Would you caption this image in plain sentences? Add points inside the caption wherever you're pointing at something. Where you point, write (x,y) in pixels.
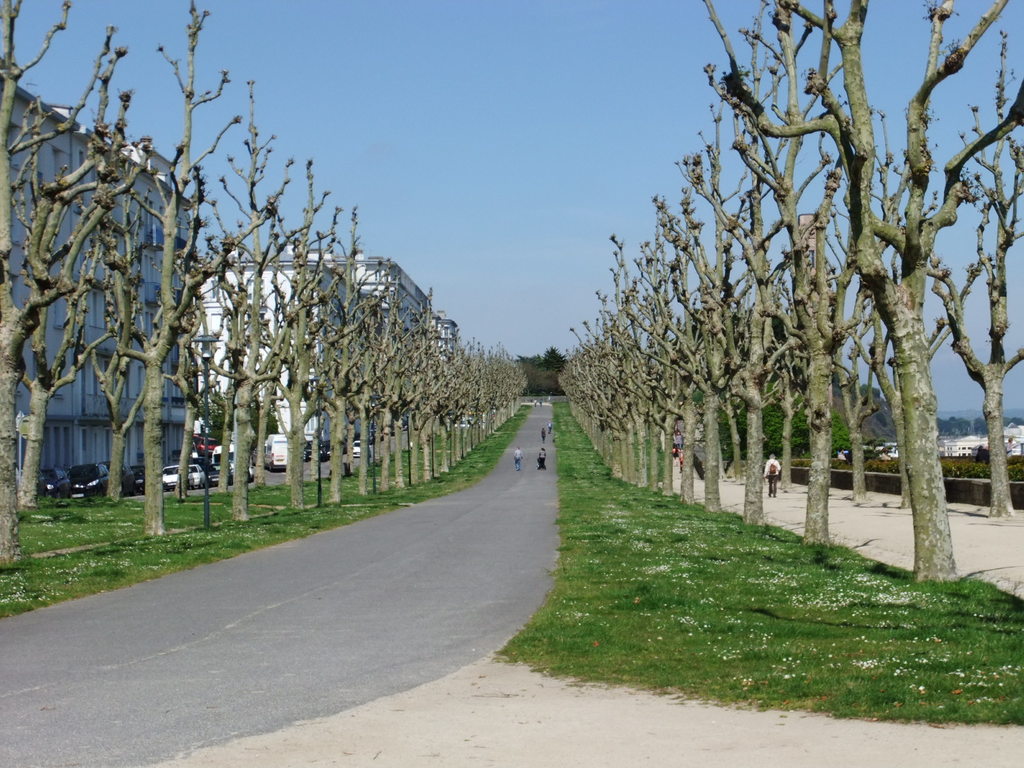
This image is clicked outside. There are buildings (22,245) on the left side (288,374). There are trees (599,342) in the middle (637,427). There are some people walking in the middle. There are cars (199,465) on the left side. There is sky (436,64) at the top (456,78).
